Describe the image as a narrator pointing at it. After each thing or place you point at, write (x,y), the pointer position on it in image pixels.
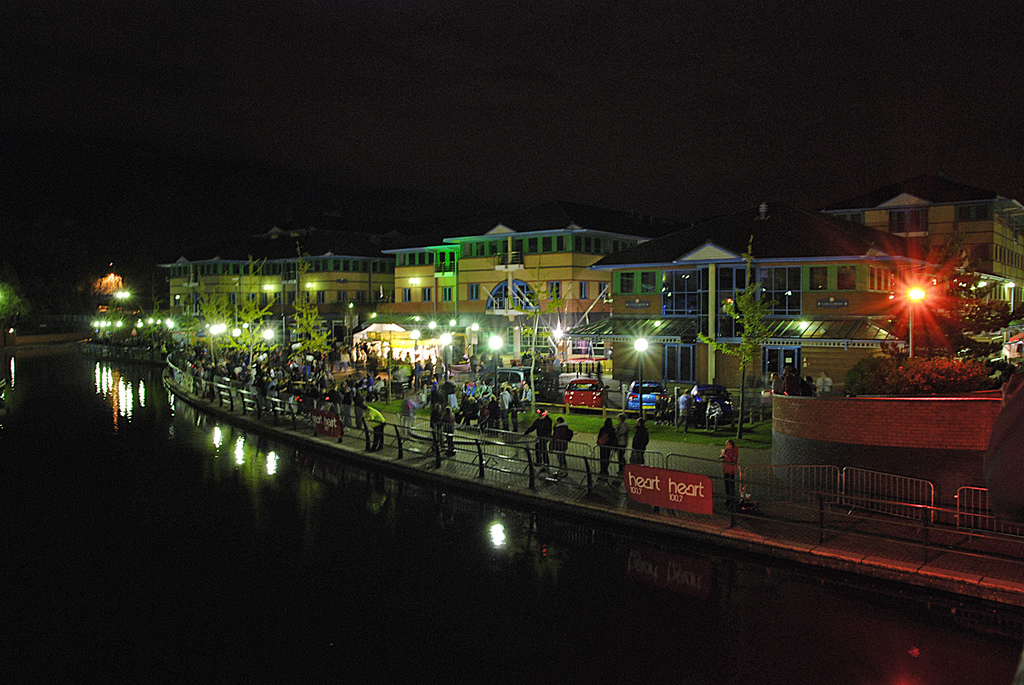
In this picture we can see a group of people (518,408), vehicles (553,394) on the ground (689,446), fence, name board (706,490), water (152,492), lights poles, trees (900,360), buildings (409,290) with windows (696,283), some objects (418,281) and in the background (59,312) it is dark.
